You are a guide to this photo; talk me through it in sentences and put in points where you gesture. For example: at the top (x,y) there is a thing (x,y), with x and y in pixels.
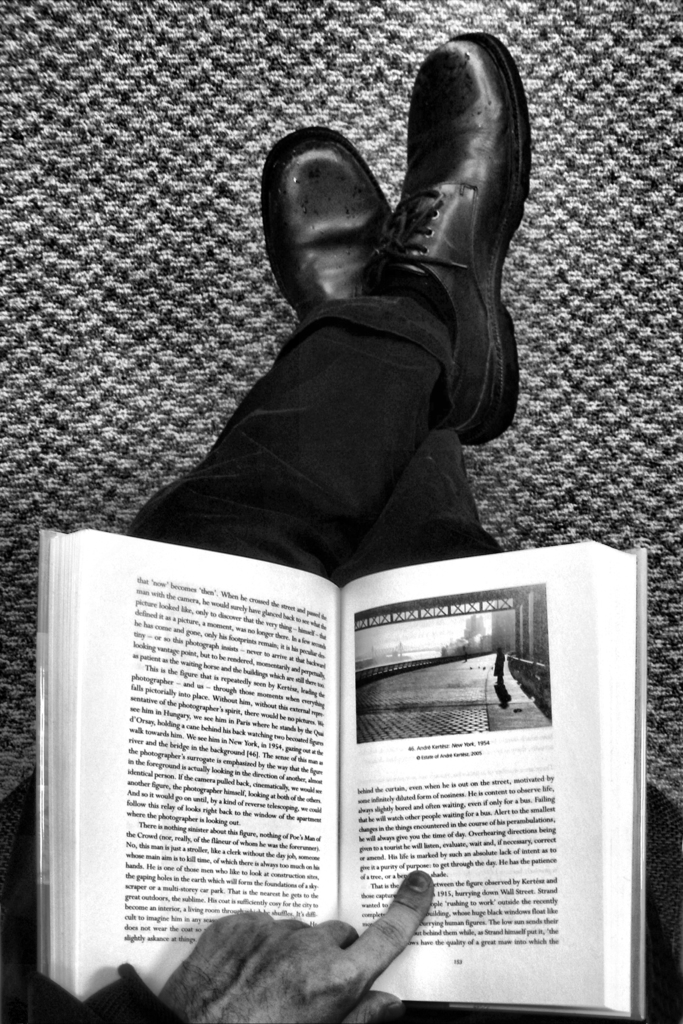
This is a black and white image. In this image we can see a book (285,832) on the person's lap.
